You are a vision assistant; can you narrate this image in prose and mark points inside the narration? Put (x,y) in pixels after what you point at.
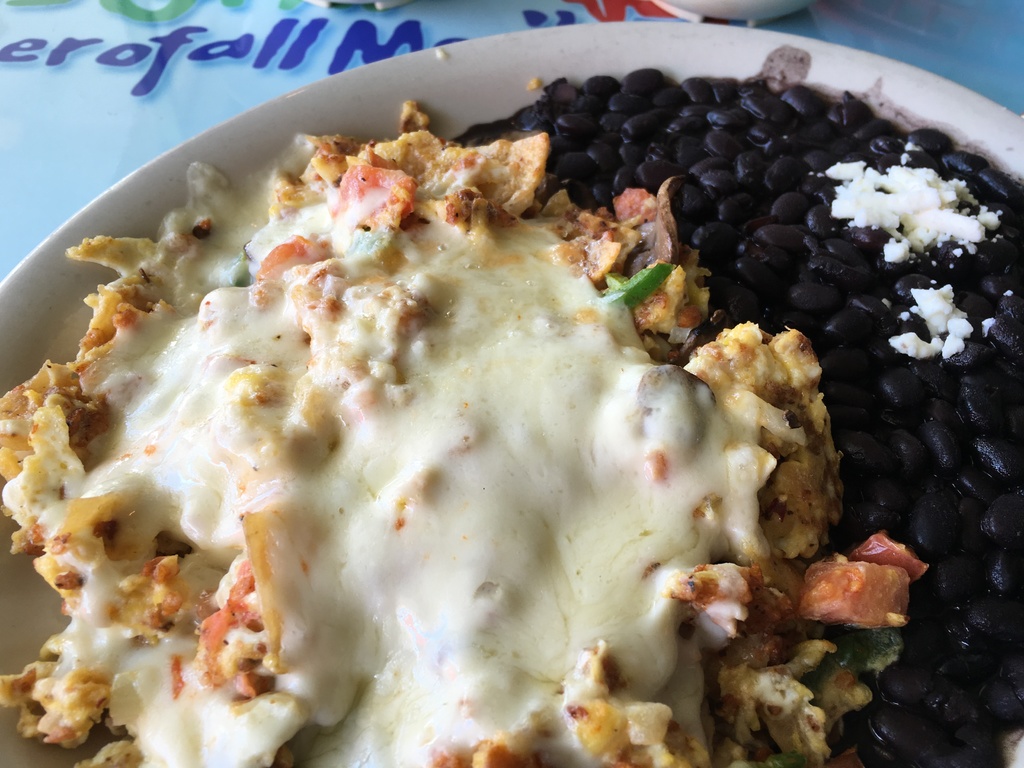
The picture consists of food item (676,432) served in a plate (385,126). At the top (21,53) we can see text (142,36) and a white color object (742,9).
